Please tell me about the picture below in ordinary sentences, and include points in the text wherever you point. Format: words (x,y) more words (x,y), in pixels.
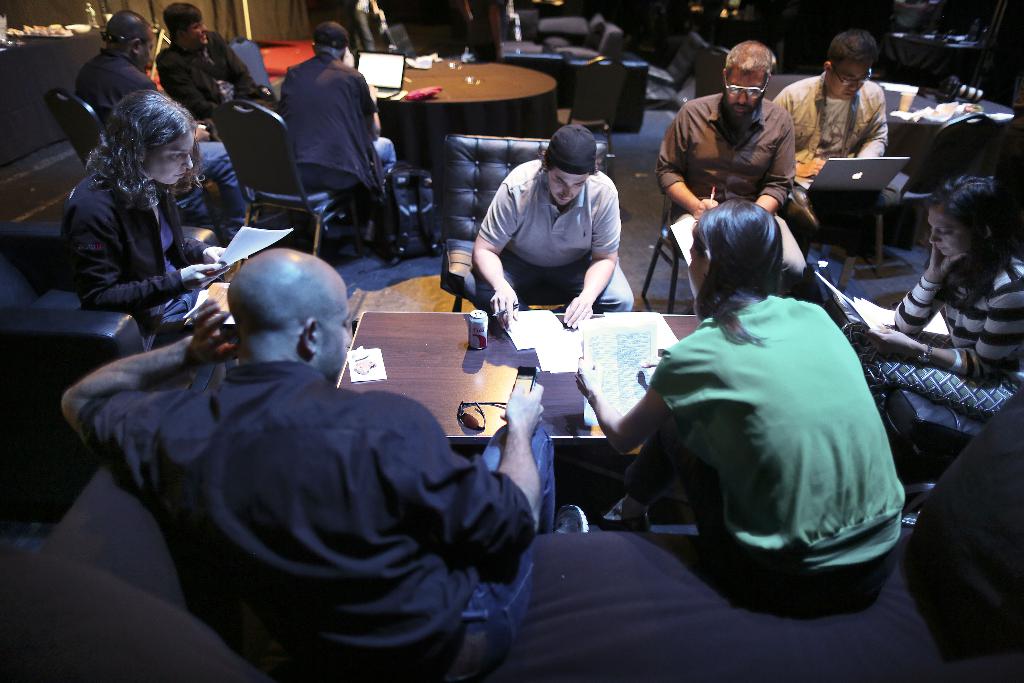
There is a table (464,346) which has few books (594,355), papers (563,364) and some other objects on it and there are few people (550,281) sitting around it and there are few other people (359,98) in the background (326,56).
